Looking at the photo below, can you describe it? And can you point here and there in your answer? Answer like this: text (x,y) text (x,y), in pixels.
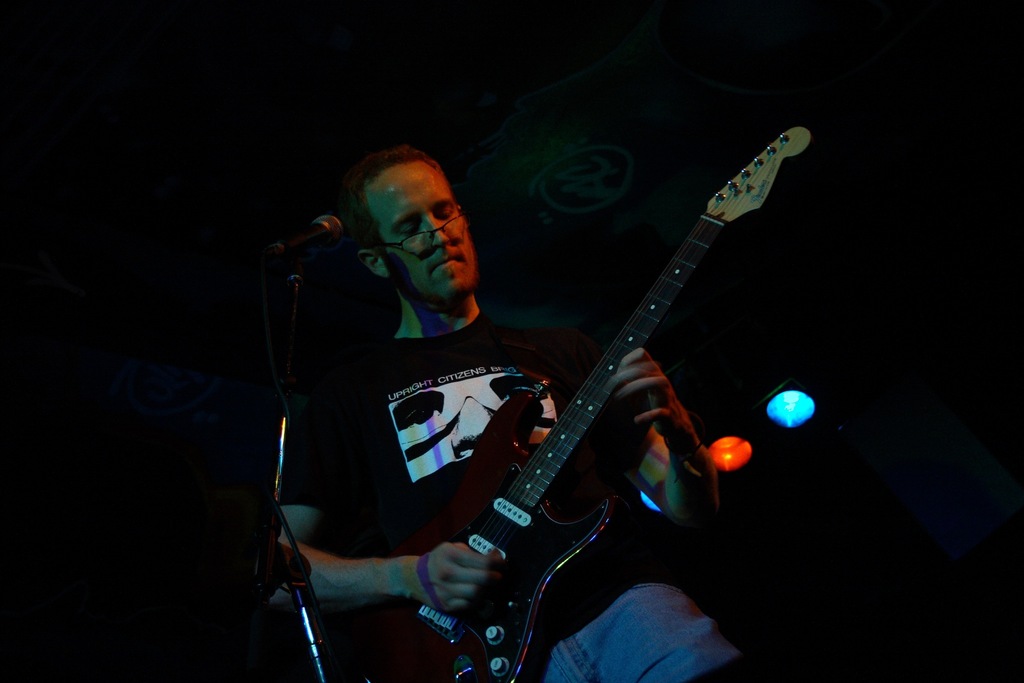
In this image we can see a man (369,266) is standing, he is wearing the black t-shirt (471,407), and holding the guitar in the hands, in front there is a microphone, there is the stand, at the back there are lights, there it is dark.
